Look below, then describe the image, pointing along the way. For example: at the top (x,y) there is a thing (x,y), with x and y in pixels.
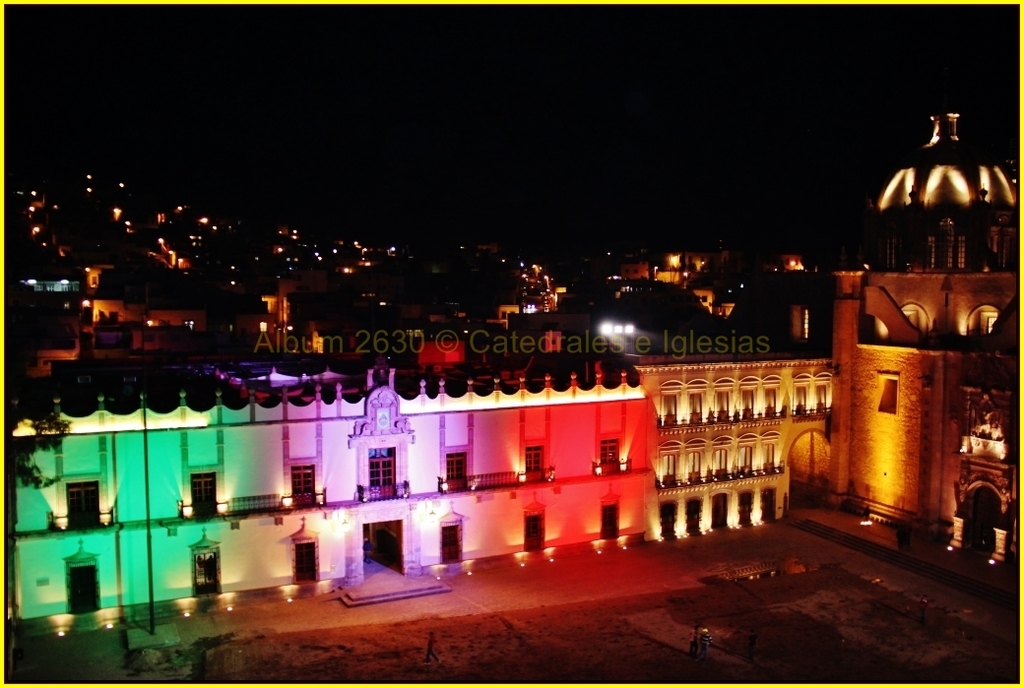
This is the picture of a night view and we can see some buildings (429,492) and there are some different colors of lights (627,464). We can see a few people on the ground (90,651) and among them one person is walking and we can see a tree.
